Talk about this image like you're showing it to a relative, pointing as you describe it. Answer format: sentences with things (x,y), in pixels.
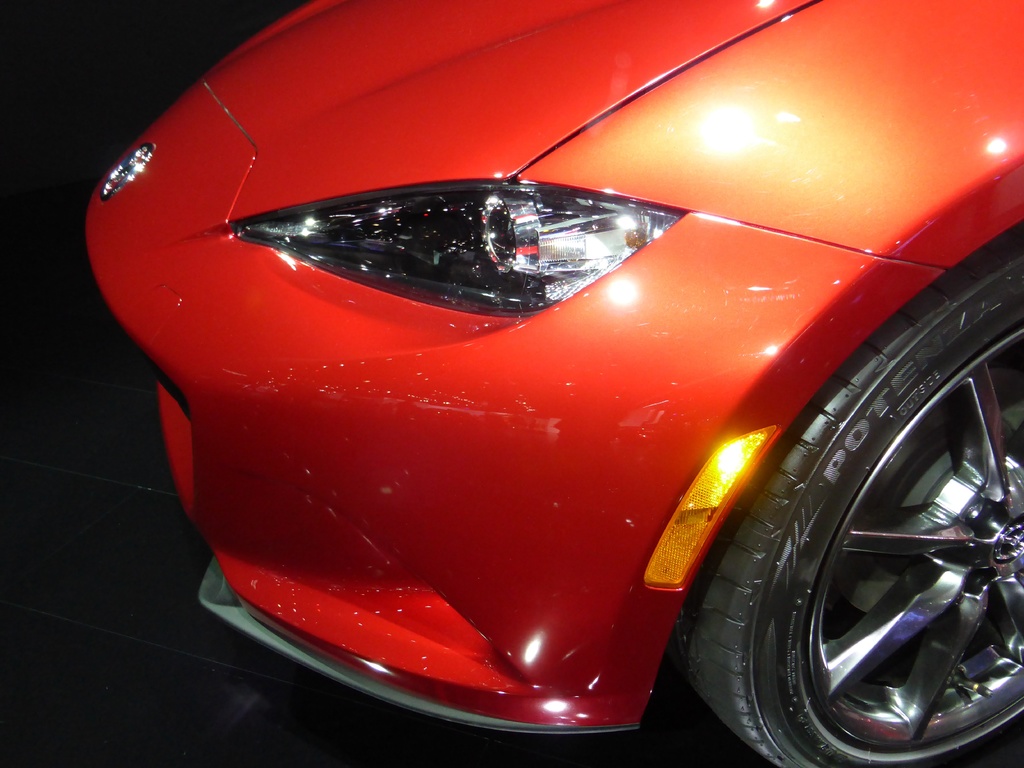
In this picture I can see a vehicle (601,468), which is in red color.
